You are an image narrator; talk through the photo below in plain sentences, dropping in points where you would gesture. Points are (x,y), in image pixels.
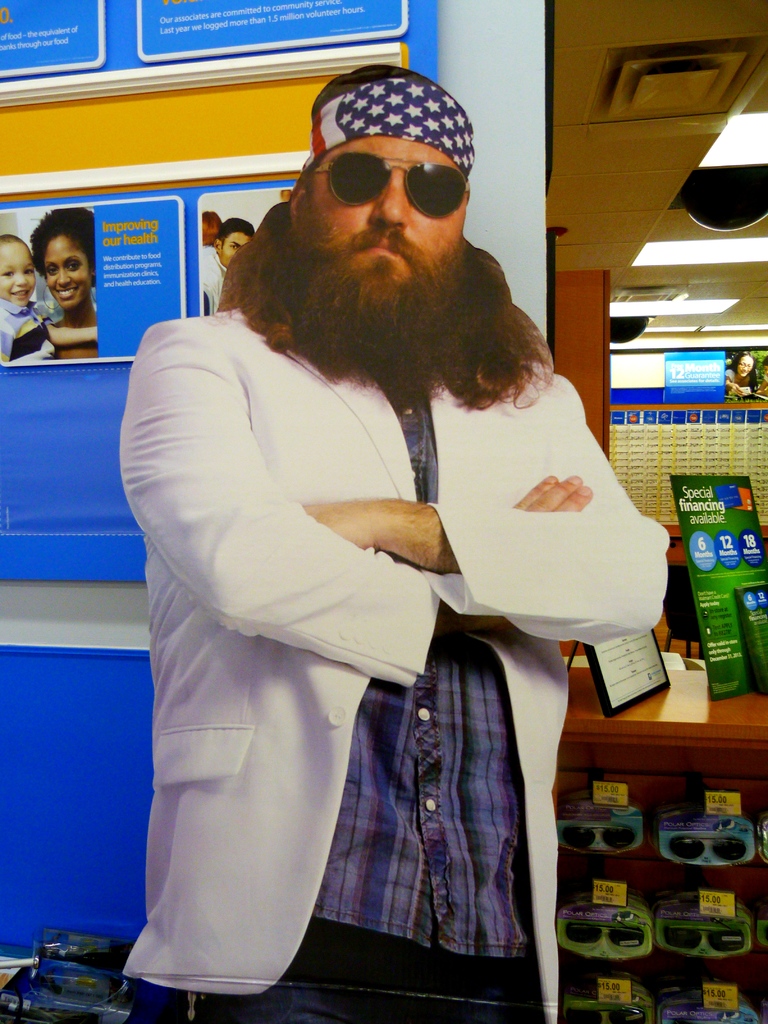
In this image I can see a person (346,528) wearing white jacket (266,570), blue shirt (422,785) and goggles (353,173) is standing. In the background (716,847) I can see the ceiling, few lights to the ceiling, a brown colored table (730,759), boards (716,611) on the table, few goggles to the table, the white colored wall (444,56), few blue colored boards (288,18) to the wall (766,336).
